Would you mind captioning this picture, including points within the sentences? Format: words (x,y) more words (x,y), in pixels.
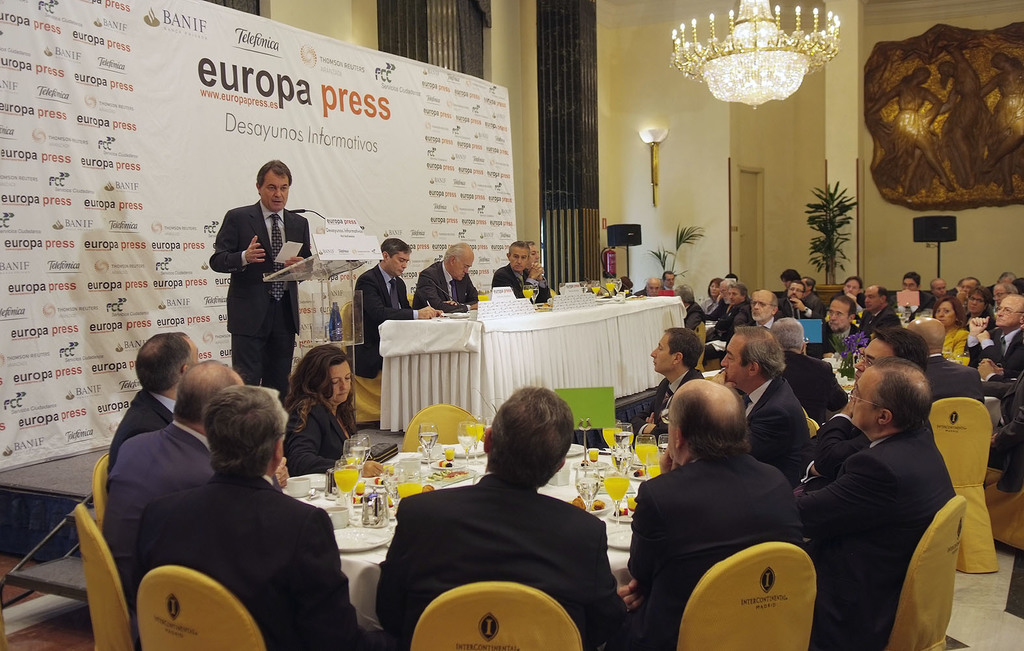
This picture shows a meeting room (991,200) where all the people (654,425) seated on the chairs (531,647) and we see some glasses (390,487) and food (596,498) on the table (358,512) and we see a person (241,271) standing and speaking with the help of a microphone (309,211). on the podium (352,264) and we see a chandelier light (775,78) and a advertising hoarding (206,213) on the back (383,176).
